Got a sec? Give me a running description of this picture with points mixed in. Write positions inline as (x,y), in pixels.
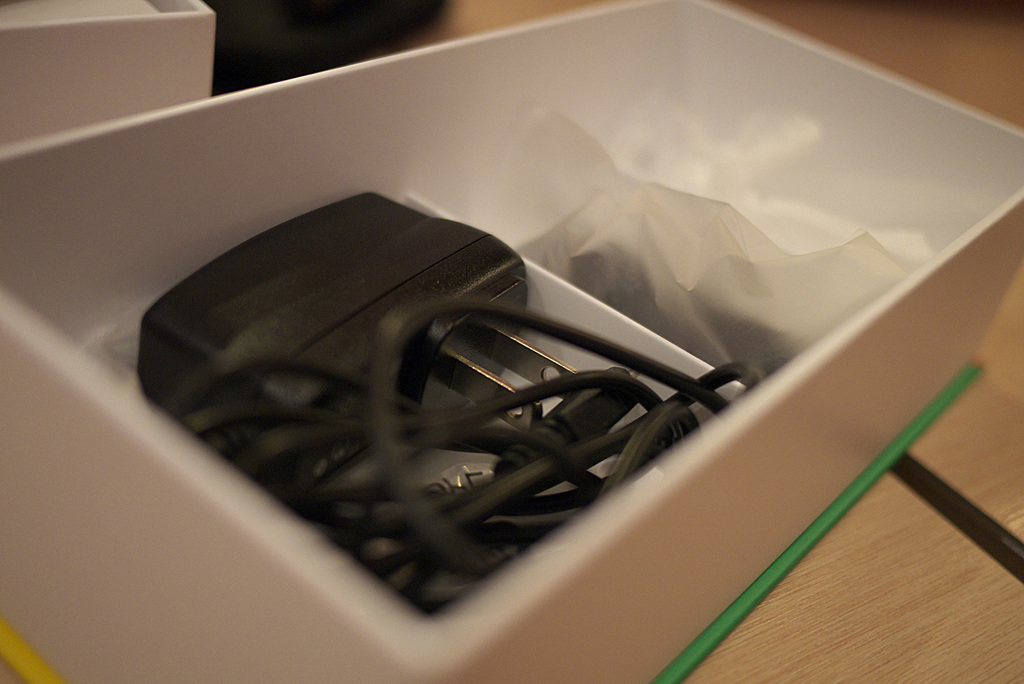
In this image, we can see the device (523,351) and cover (652,192) in the white box (114,506). On the right side (887,658) bottom corner, there is a wooden surface (911,549) and black color. Top of the image (1013,13), there is a blur view. On the left side (107,110) top corner, there is a white color object (142,74).
